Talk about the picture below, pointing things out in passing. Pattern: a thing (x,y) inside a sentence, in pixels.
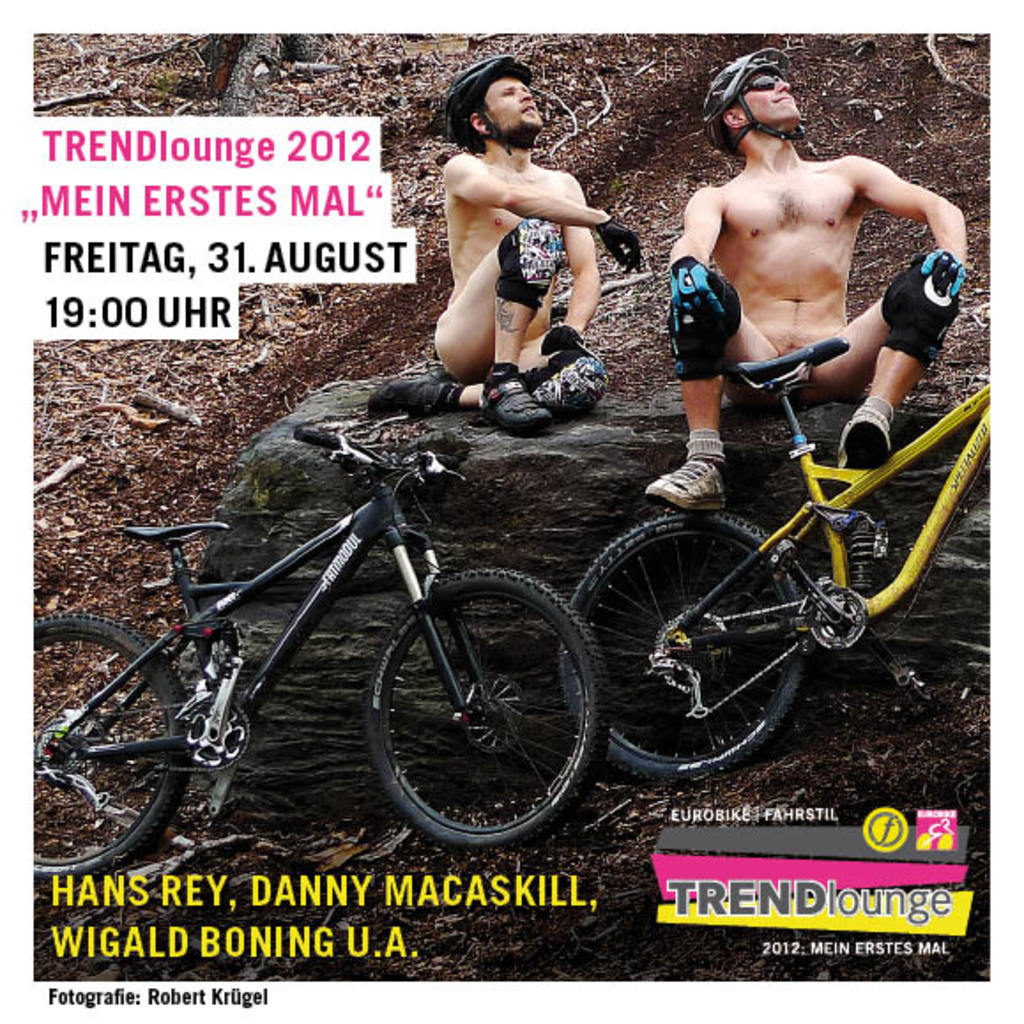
In this image two persons (573,348) are sitting on the rock (578,502). Two bicycles (777,544) are on the land (628,801). Bottom of image (399,931) there is some text (48,993). Top of image (262,80) there is a tree trunk (239,75) on the land (316,94). Left side (49,189) there is some text (173,206). Persons (574,255) are wearing helmets (747,68).
